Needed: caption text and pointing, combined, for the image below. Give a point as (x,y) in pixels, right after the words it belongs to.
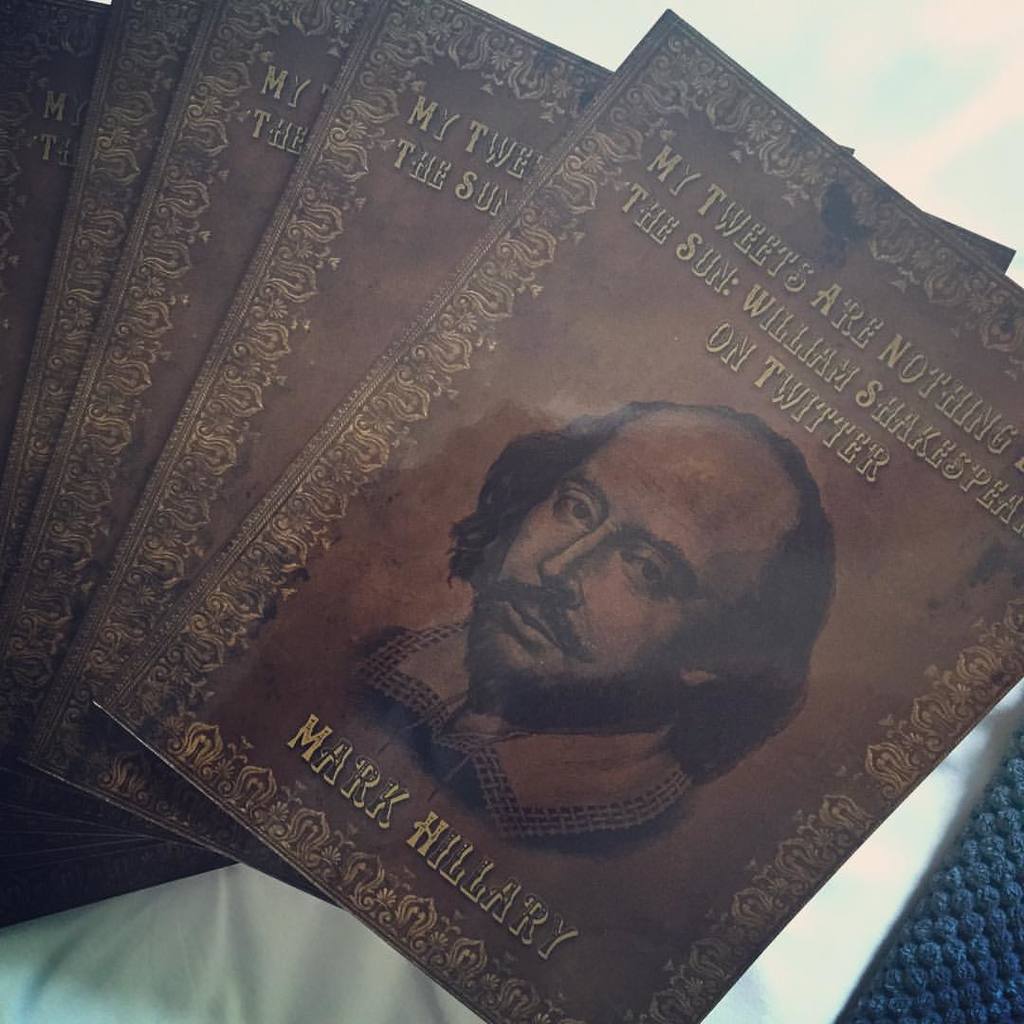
In this image there are a few books (346,382) with an image (565,638) of a man (560,698) and there is a text (397,812) on them. In the background (228,972) there is a white surface (370,943). At the right bottom of the image (925,959) there is a woolen cloth (974,905).
